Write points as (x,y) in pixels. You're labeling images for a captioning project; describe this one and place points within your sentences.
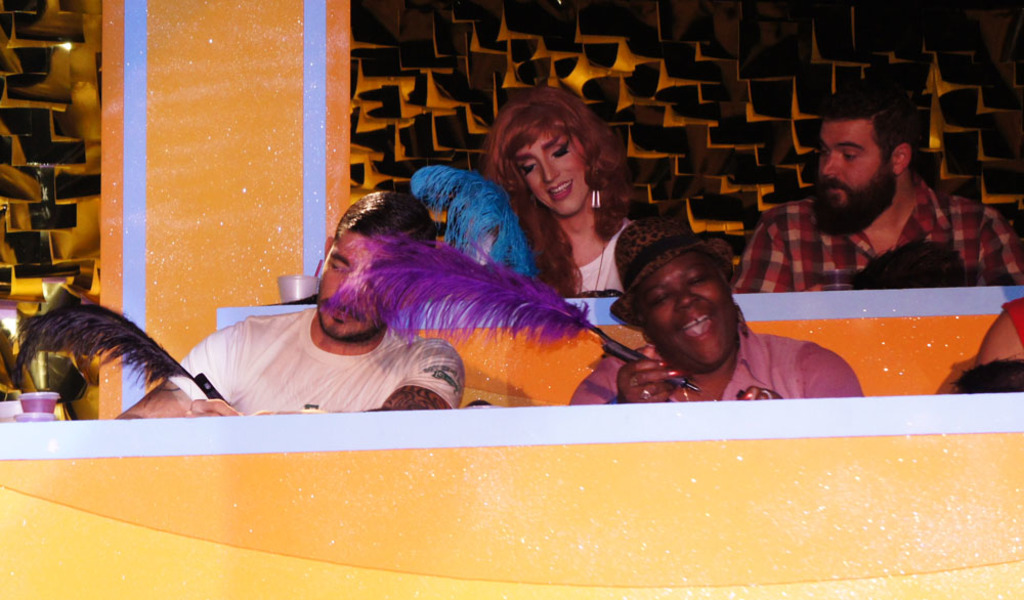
In this image we can see the people (601,245) sitting and holding the pens (565,306). We can also see the glasses (28,405), pillar (268,286) and also the design wall (775,141) in the background (904,45).
